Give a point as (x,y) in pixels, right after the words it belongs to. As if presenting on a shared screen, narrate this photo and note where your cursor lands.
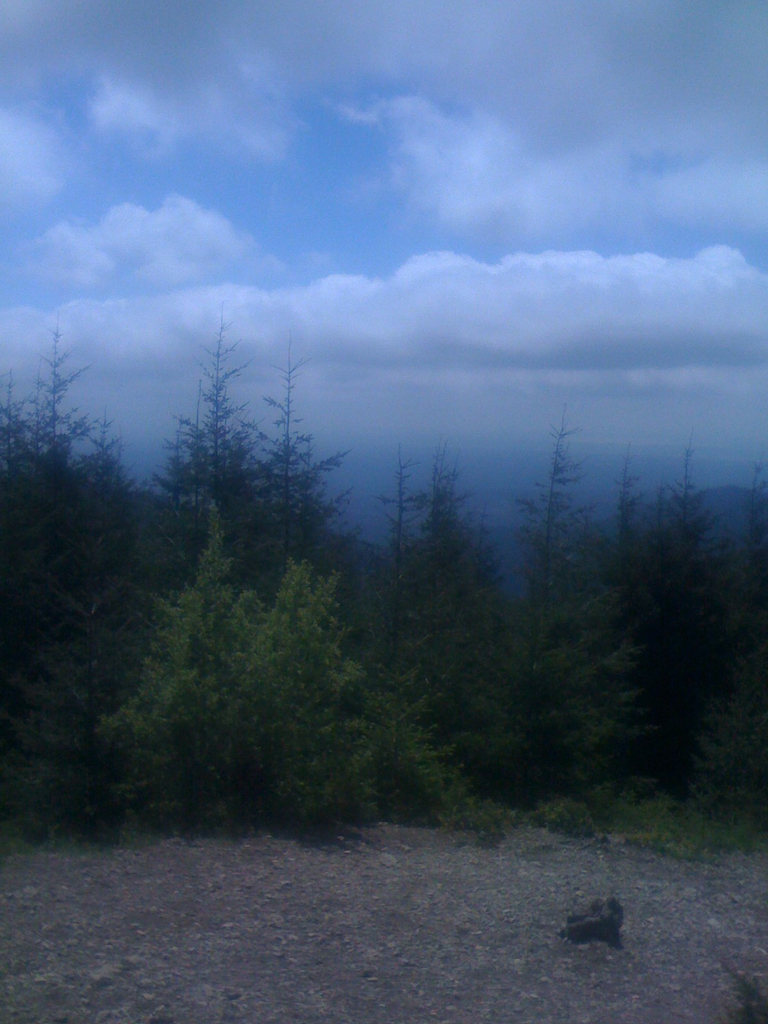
In this image, we can see trees (201,518) and at the bottom (325,917), there is ground (411,930) and we can see an object (588,930). At the top (336,247), there are clouds (329,353) in the sky (263,261).
